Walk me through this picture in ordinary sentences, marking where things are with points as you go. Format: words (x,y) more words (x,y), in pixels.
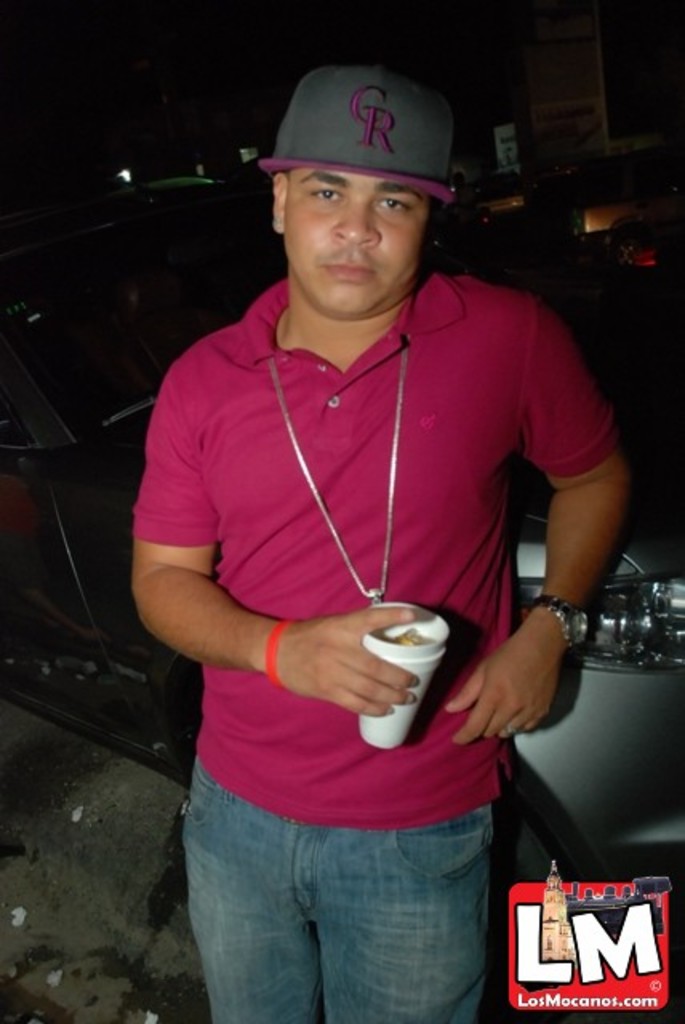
In this image I can see a person (231,462) wearing pink shirt (293,537), blue jeans (313,971) and black cap (378,108) is standing and holding a white colored cup (400,664) in his hand (399,673). I can see a car (566,795) behind him and in the background (570,84) I can see few buildings (529,149) and the dark sky (216,50).
